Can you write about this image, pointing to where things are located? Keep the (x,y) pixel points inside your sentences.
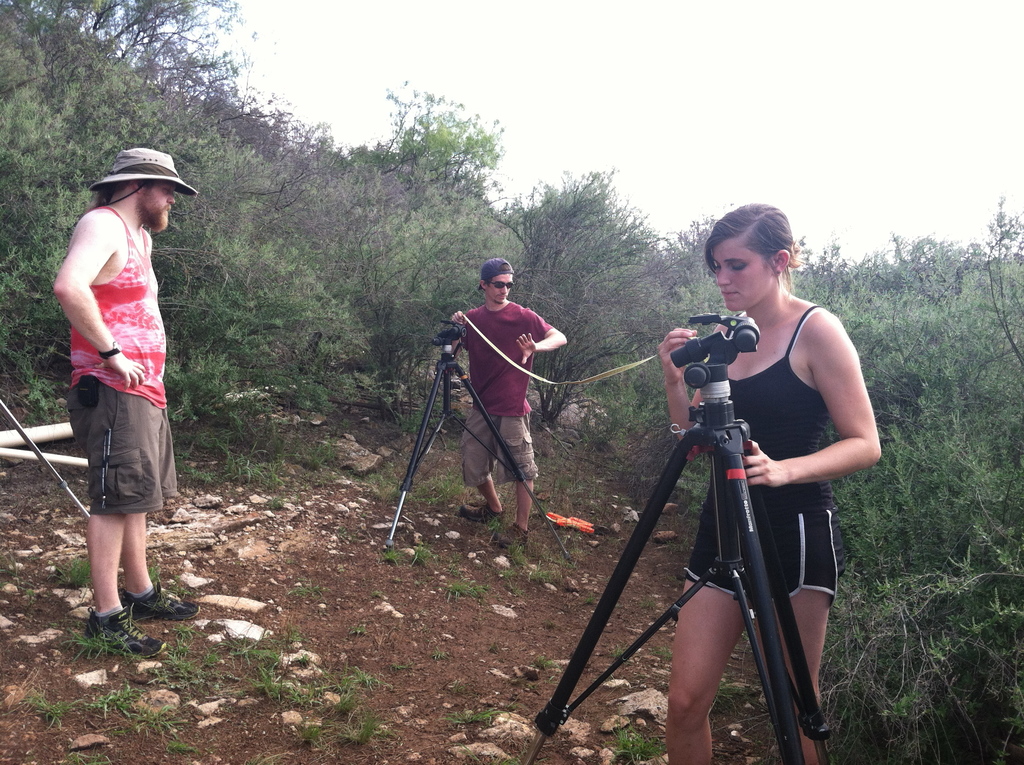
In this image on the right (793,401), there is a woman (767,401), she is holding a camera (714,434). In the middle (511,428) there is a man (480,388), he wears a t shirt (486,379), trouser (478,415) and cap (485,273), he is holding a rope (492,344). On the left (109,346) there is a man (108,377), he wears a t shirt (98,369), trouser (126,506), shoes (128,615) and cap (158,176). At the bottom (292,646) there are stones (303,663) and land (363,639). In the background (176,365) there are trees (959,432) and sky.
